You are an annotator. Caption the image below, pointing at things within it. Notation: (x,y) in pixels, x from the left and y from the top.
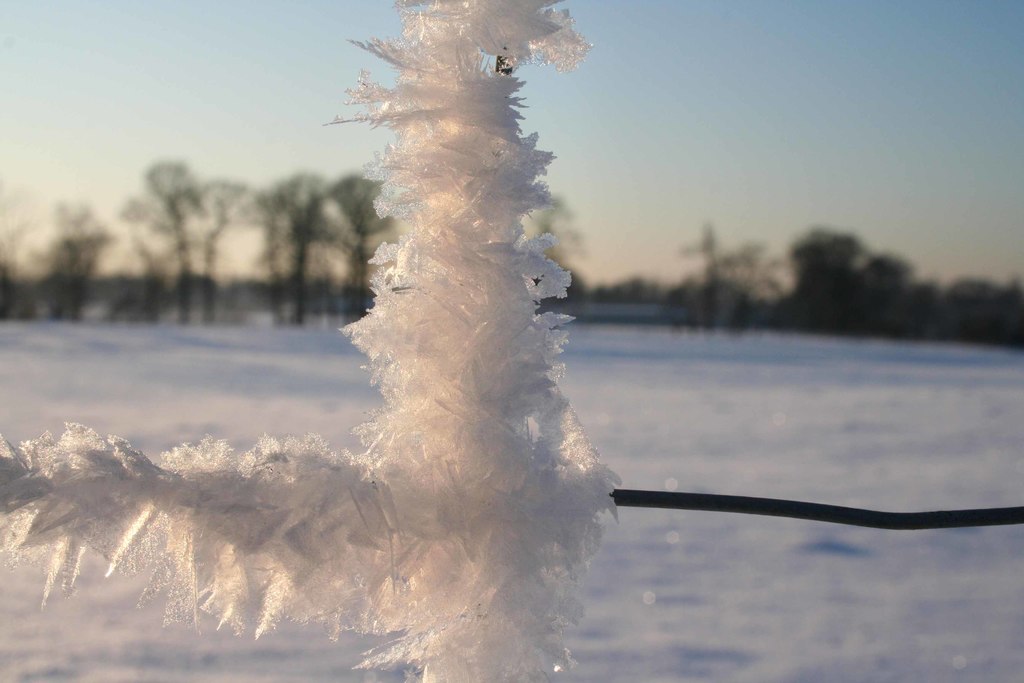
In this image we can see a wire (477,426) with some snow (464,424) on it. On the backside (760,396) we can see the ground (878,407) covered with the snow (742,402), a group of trees (763,300) and the sky (722,127) which looks clear.
